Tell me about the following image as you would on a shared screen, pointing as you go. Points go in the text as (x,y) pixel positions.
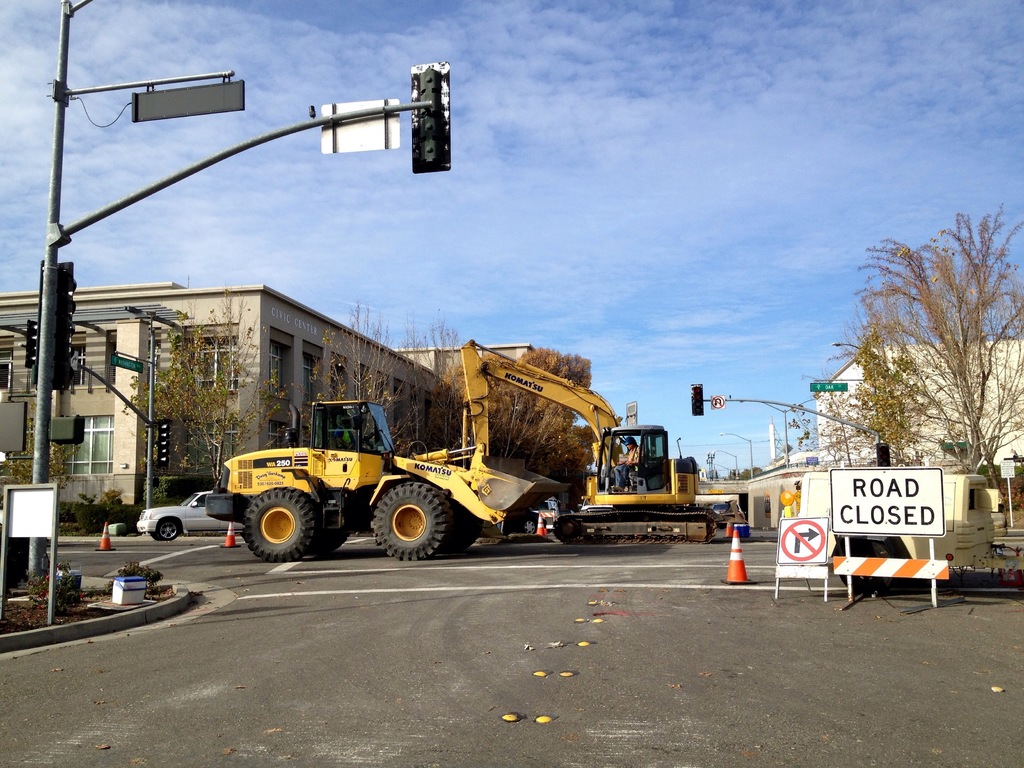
In this picture I can see the bulldozer (382,478), trucks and cars (156,524) on the road (500,551). On the left (321,132) I can see the traffic signal (423,99), sign boards (172,104) and street light (68,10). In the background (160,362) I can see many buildings (926,370), trees (1020,419), street lights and poles (747,441). In the bottom right (934,575) I can see the sign boards (783,546), traffic cone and other objects (950,524) on the road (838,615). At the top (677,160) I can see the sky (712,230) and clouds (643,127).
